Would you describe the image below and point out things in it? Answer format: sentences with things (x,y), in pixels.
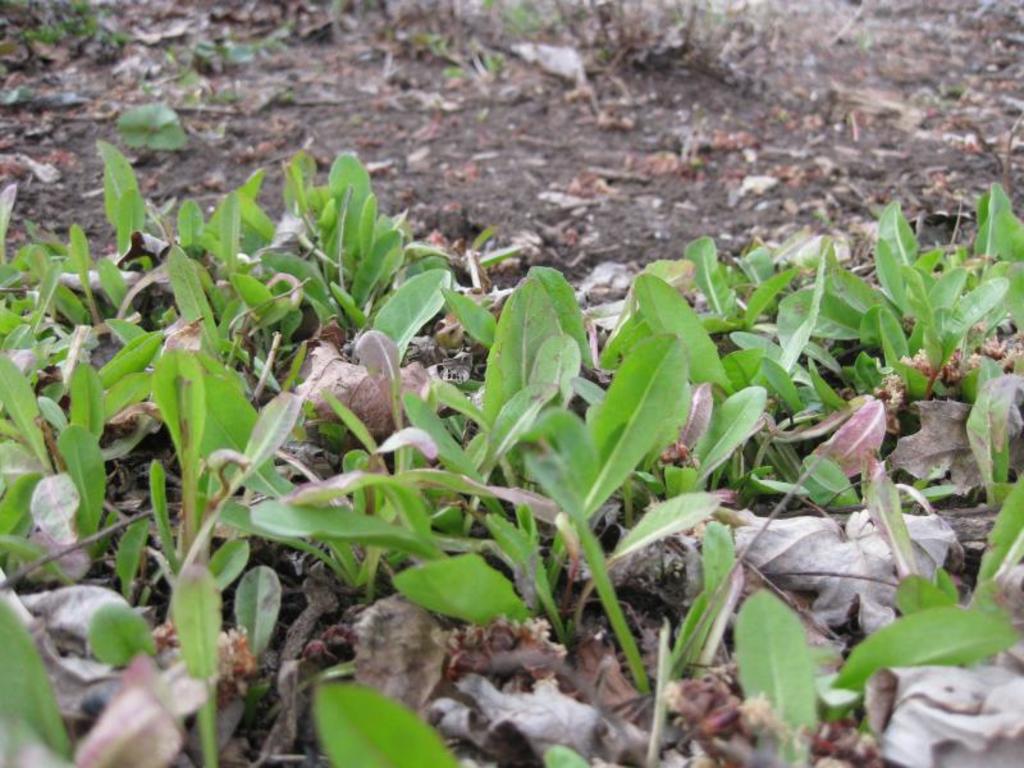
In this image on the ground (286,554) there are plants (488,428) and dried leaves (100,587).
